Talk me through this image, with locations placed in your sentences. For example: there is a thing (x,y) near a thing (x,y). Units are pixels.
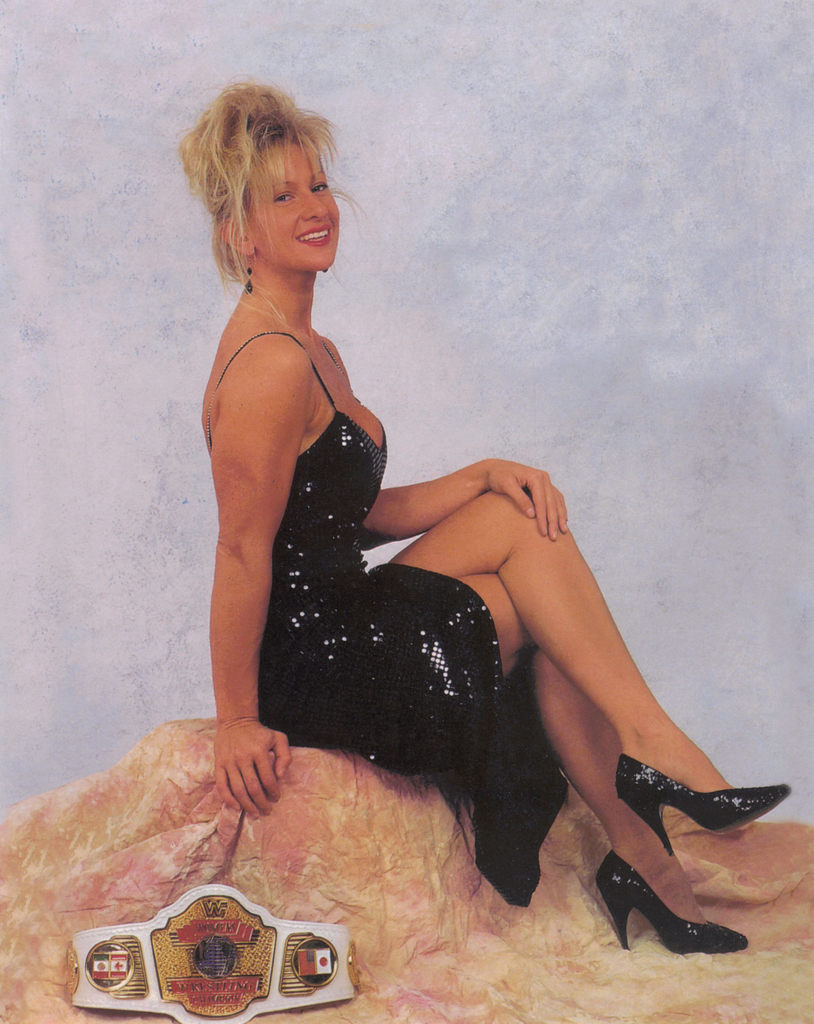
In this image there is a woman (702,765) sitting on the rock (190,844). She is wearing black dress (346,539). Behind her there is a wall (689,516).
